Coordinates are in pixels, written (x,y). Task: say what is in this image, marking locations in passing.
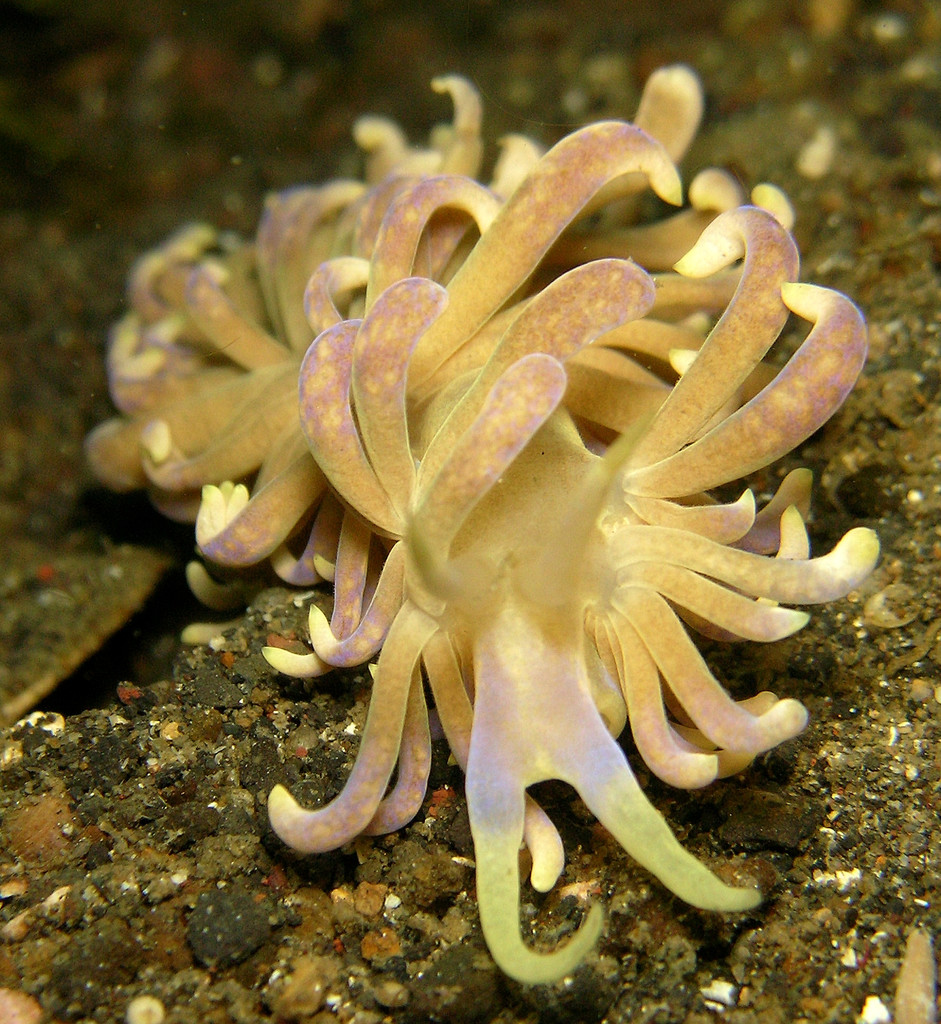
This is an image clicked inside the water (228,884). Here I can see a marine species (425,248).
